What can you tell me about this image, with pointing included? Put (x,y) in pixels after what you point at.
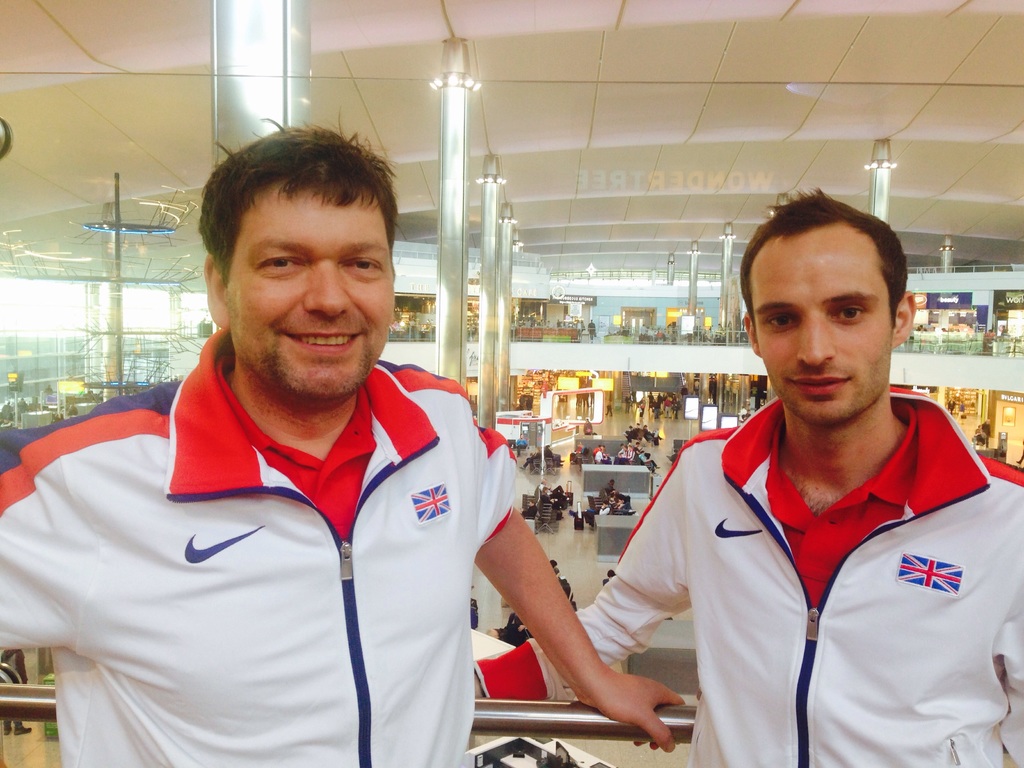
In this image, we can see two men (350,670) are wearing a jackets (421,589). and smiling. Background (732,382) we can see pillars (506,340), walls (715,361), some objects (541,510), few people (617,515), shops (514,428). Top of the image (741,131), there is a roof (741,131).
